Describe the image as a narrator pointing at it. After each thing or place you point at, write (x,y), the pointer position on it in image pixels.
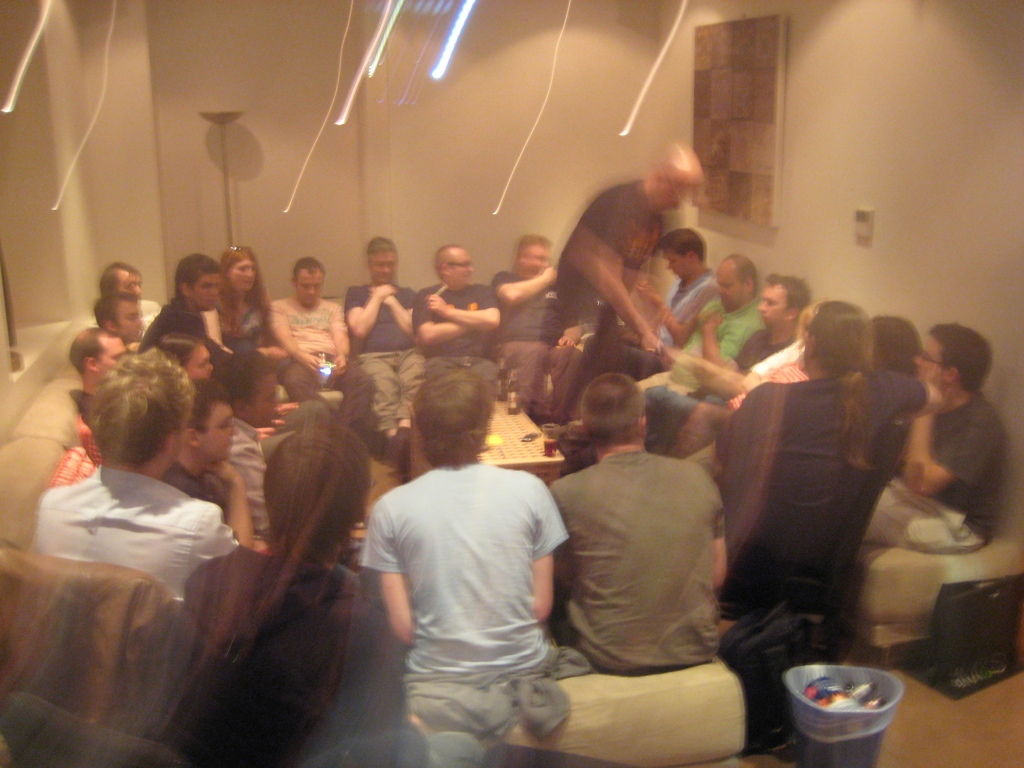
This is an inside view. Here I can see few people (463,652) are sitting on couches (659,695). In the middle (530,447) there is a table (517,421) on which I can see two glasses (551,441). Beside the table (514,444) a man (576,307) is standing. At the bottom of the image (823,700) I can see a bucket (833,727). In the background (440,137) there is a wall (470,118) to which a frame (760,106) is attached.
